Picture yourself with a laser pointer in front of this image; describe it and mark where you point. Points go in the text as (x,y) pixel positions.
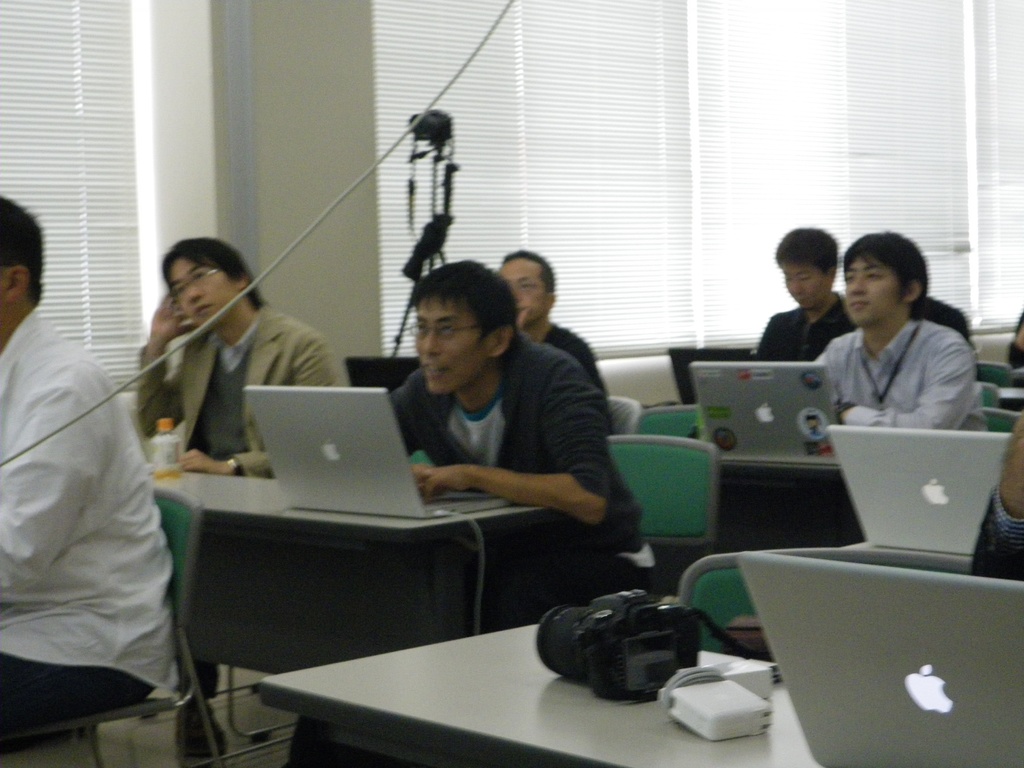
In this image i can see a group of people (640,520) sitting on a chair (659,489) and doing work in a laptop (406,477) at the back ground (462,252) i can see a camera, window (480,228) and a wall (310,75).
